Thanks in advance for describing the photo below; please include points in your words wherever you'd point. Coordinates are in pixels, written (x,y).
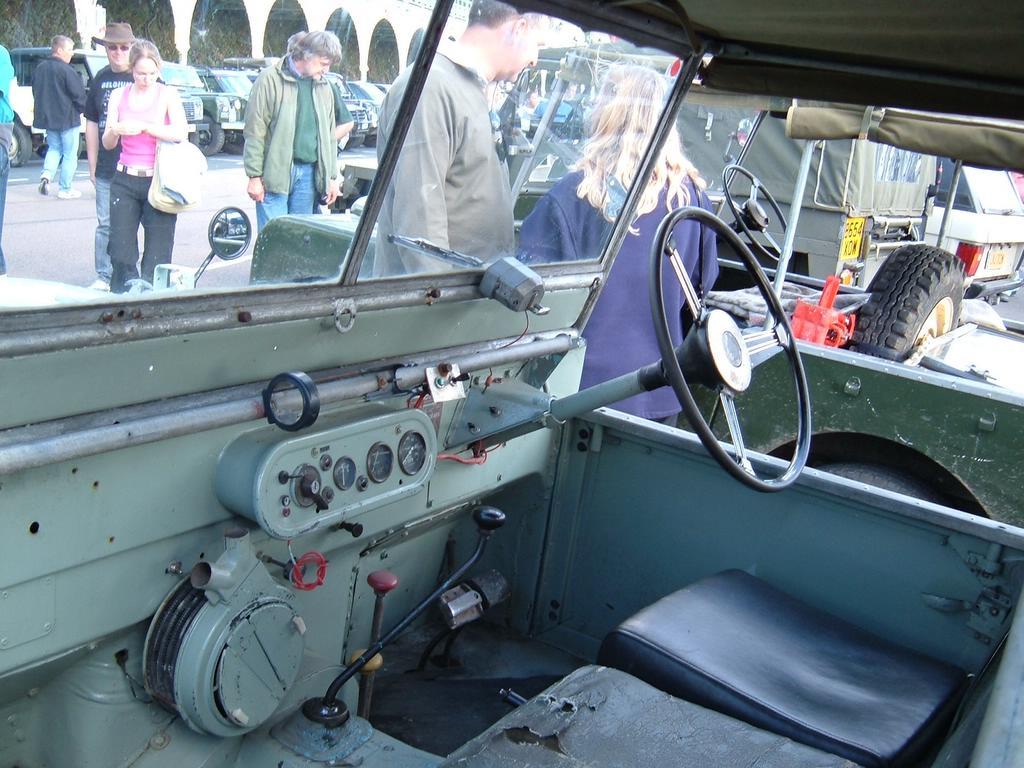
This image is clicked from inside a car (146,538), in the background (83,183) there are many people (107,178) walking on the road (54,217) with cars (513,120) on either side of it.
